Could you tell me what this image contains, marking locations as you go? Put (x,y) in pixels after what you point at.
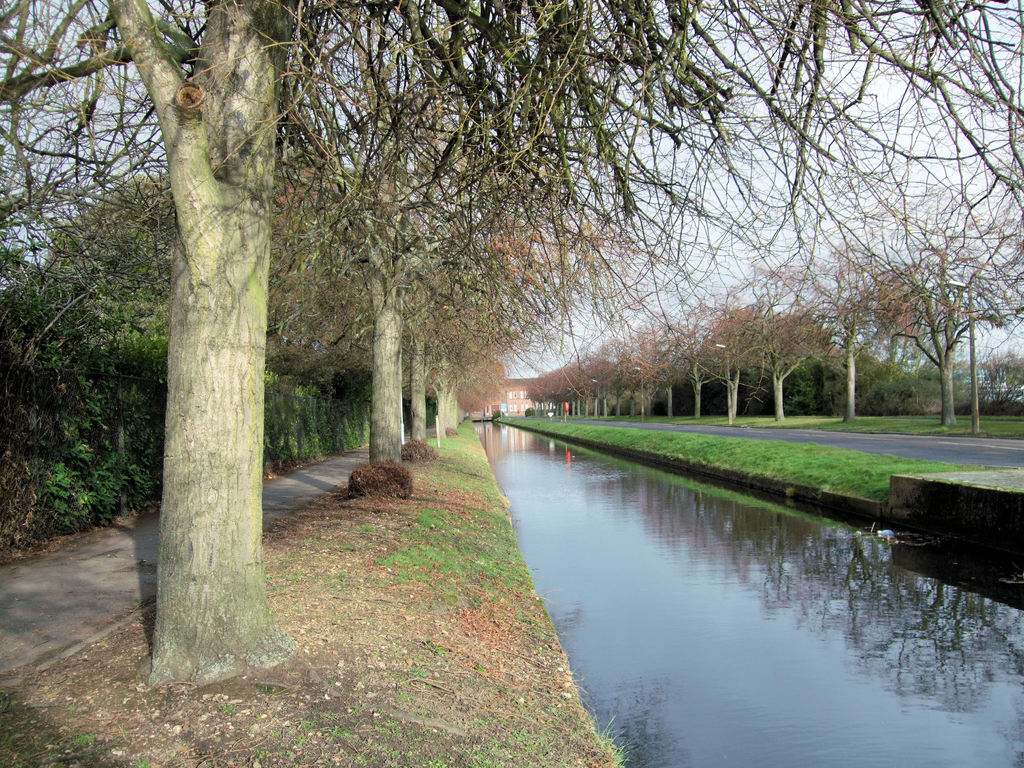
On the left side (15,584) we can see road (34,579) and to either side of the road (144,535) we can see trees (182,508), plants (157,383) and grass (519,652) on the ground (282,534). In the middle (552,502) we can see water (643,666). On the right (762,455) we can see road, trees (867,363) and grass (1006,420) on the ground (1017,429), buildings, poles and sky (634,170).
